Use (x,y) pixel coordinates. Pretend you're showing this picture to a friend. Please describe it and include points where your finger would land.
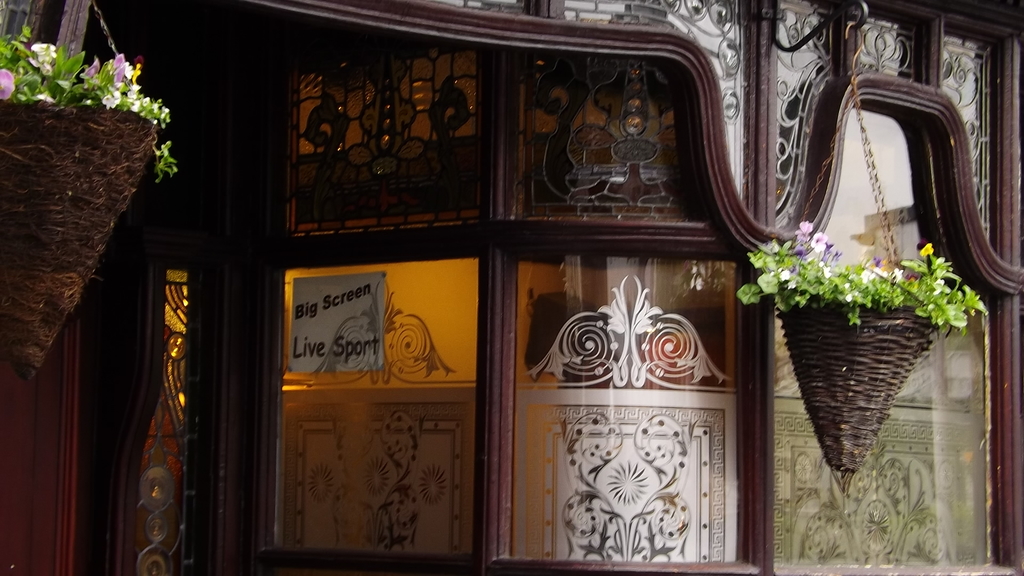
In this picture we can see the pots (10,110) containing the green leaves (48,76) and flowers (886,266) and the pots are hanging on the metal object (861,5) and we can see some pictures (590,395) on the glasses (379,213) and we can see the text (306,345) on the paper (348,319) attached to the glass (407,308) and we can see some other objects (505,230).
